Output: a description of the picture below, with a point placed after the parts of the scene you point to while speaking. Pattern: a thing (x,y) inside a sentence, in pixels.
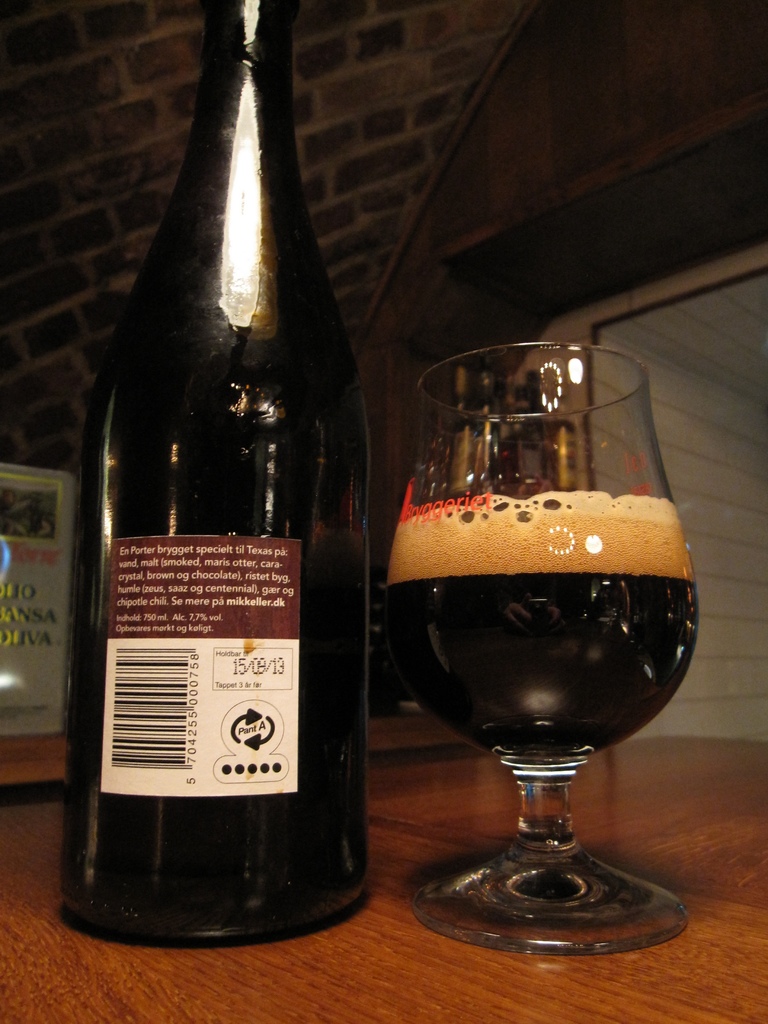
In this picture, it looks like a wooden table (303,965) and on the table (272,968) there is a bottle (222,662) and a glass (534,634) with liquid (519,607). Behind the glass (532,573) there is an object (9,539) and the wall (373,563).
